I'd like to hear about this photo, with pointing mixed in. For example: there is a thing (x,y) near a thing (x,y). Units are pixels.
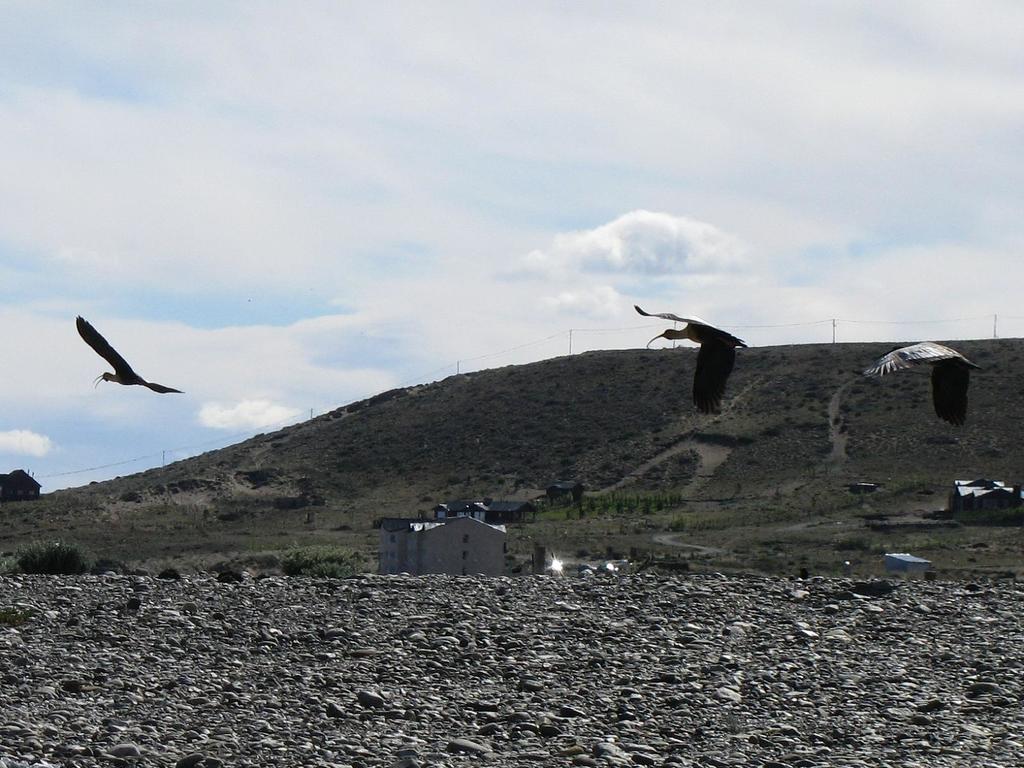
This image consists of three birds (963,394) flying in the air (43,413). At the bottom (384,650), there are many rocks (426,645) on the ground (401,674). In the front (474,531), we can see houses (478,528). In the background (647,488), there is a mountain (376,400). At the top (551,173), there are clouds (362,170) in the sky (225,143).
